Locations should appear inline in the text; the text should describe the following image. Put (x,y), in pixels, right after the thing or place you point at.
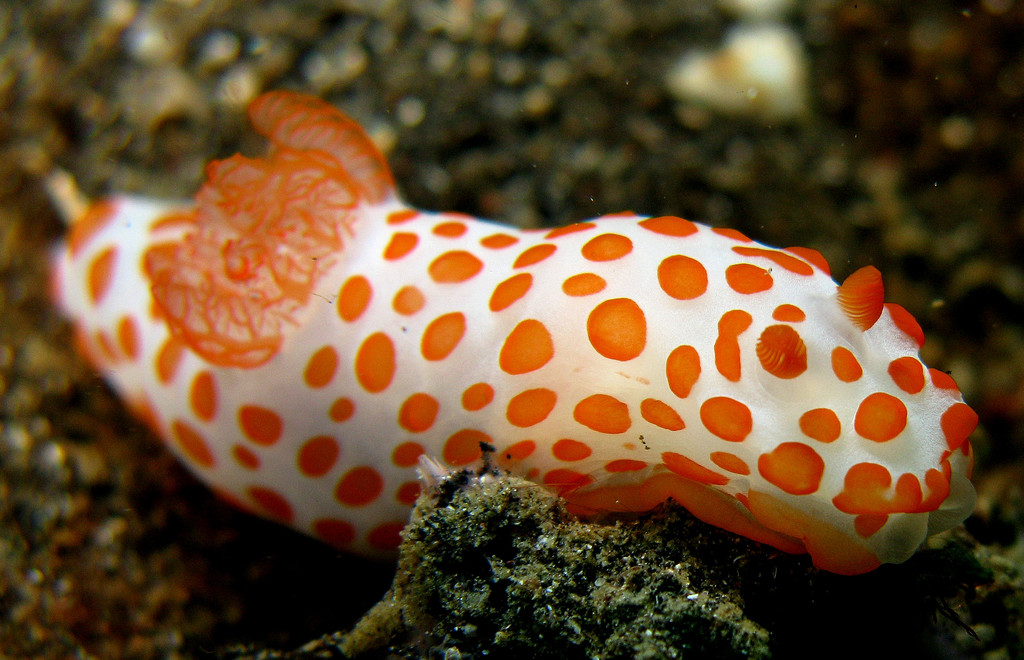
In this picture I can observe an animal (399,269) which is looking like a sea slug (339,331). It is in orange and white colors. The background (646,77) is blurred.
